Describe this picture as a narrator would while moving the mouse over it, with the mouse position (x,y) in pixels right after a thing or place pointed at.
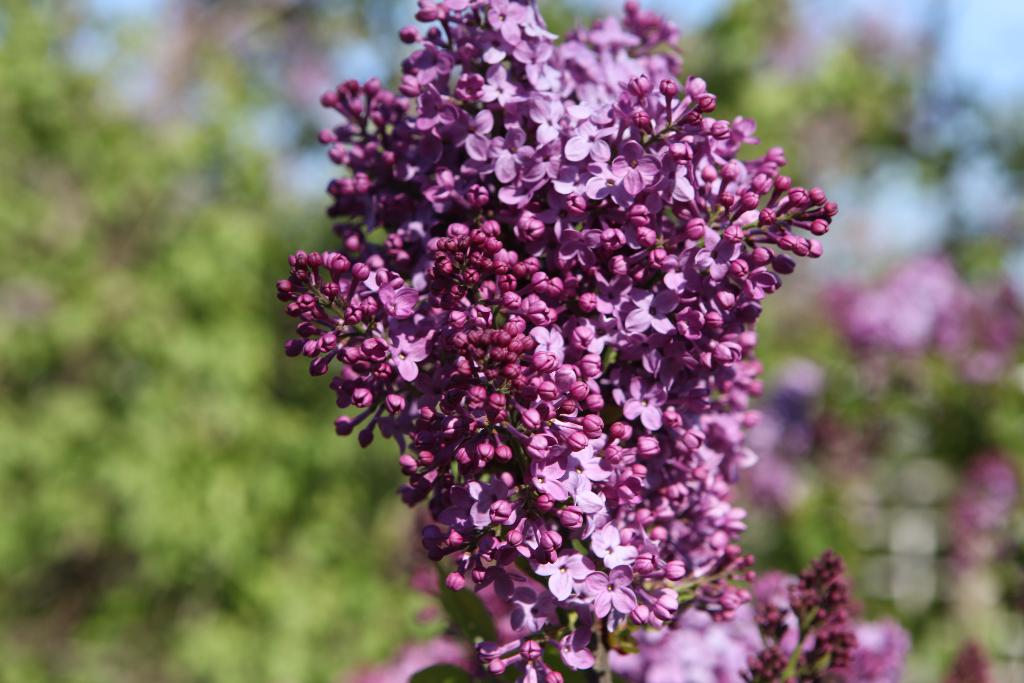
In this image we can see some flowers (588,487) and in the background (318,160) the image is blurred.
